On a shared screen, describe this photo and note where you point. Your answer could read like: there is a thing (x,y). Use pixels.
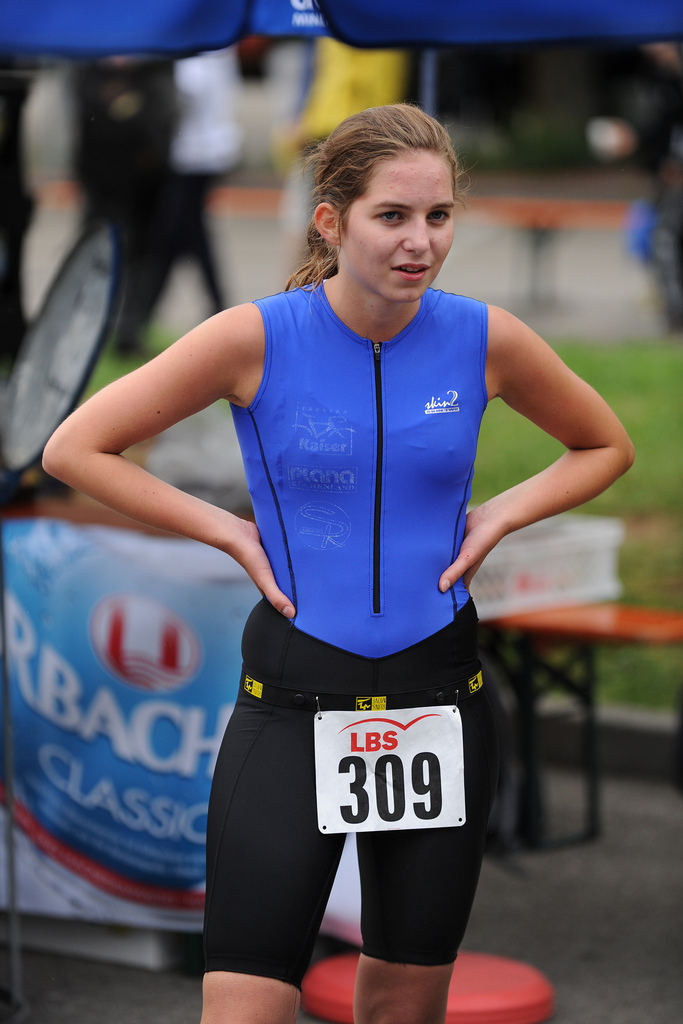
In the foreground (426,456) I can see a woman (436,534) is standing on the road (494,871). In the background (650,555) I can see tables (654,612), poster (171,693), box (483,586), grass (646,518), group of people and tents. This image is taken may be during a day.
